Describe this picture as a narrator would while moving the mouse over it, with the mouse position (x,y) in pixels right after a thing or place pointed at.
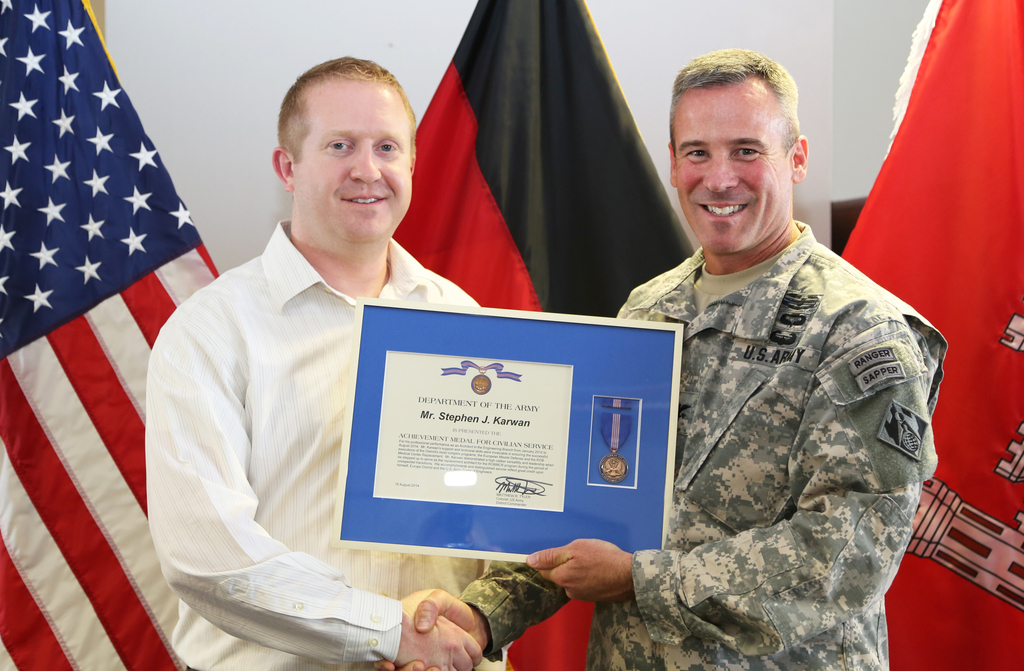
In this picture we can see two men (188,359) smiling and a man (702,237) holding a frame (645,402) with his hand (602,560) and in the background (134,44) we can see the wall (882,90), flags (604,101).
